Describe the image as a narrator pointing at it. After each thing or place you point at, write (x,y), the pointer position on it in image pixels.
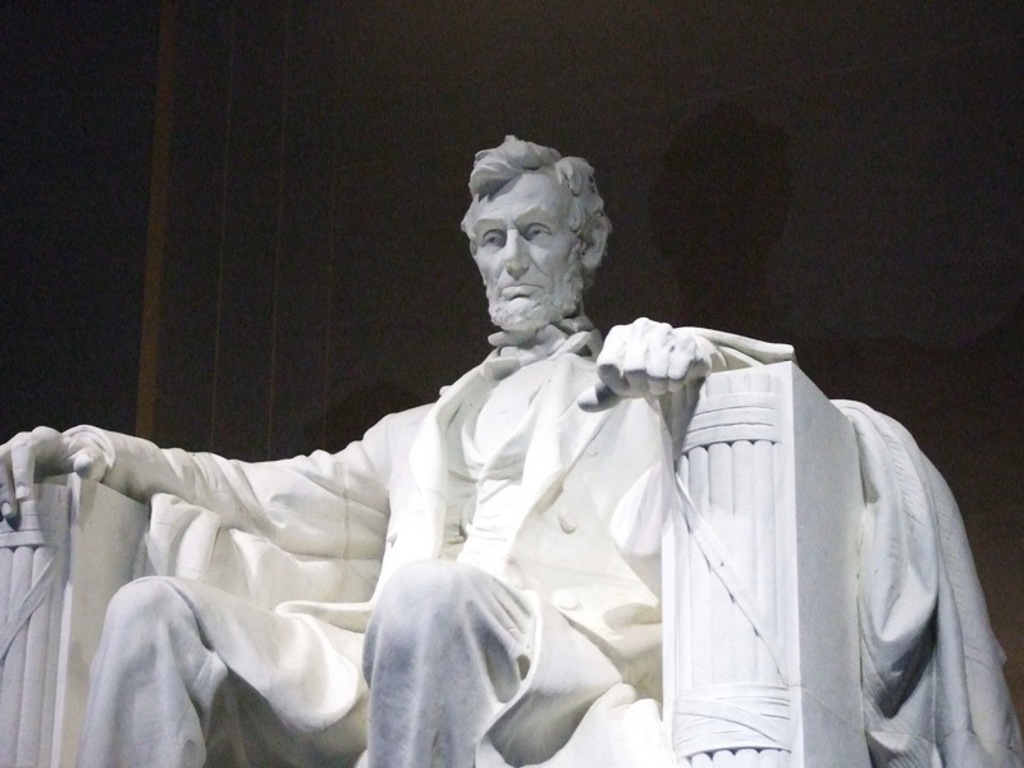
This image is taken indoors. In the background (308,297) there is a wall (308,297). In the middle of the image (466,400) there is a sculpture of a man (568,517).
